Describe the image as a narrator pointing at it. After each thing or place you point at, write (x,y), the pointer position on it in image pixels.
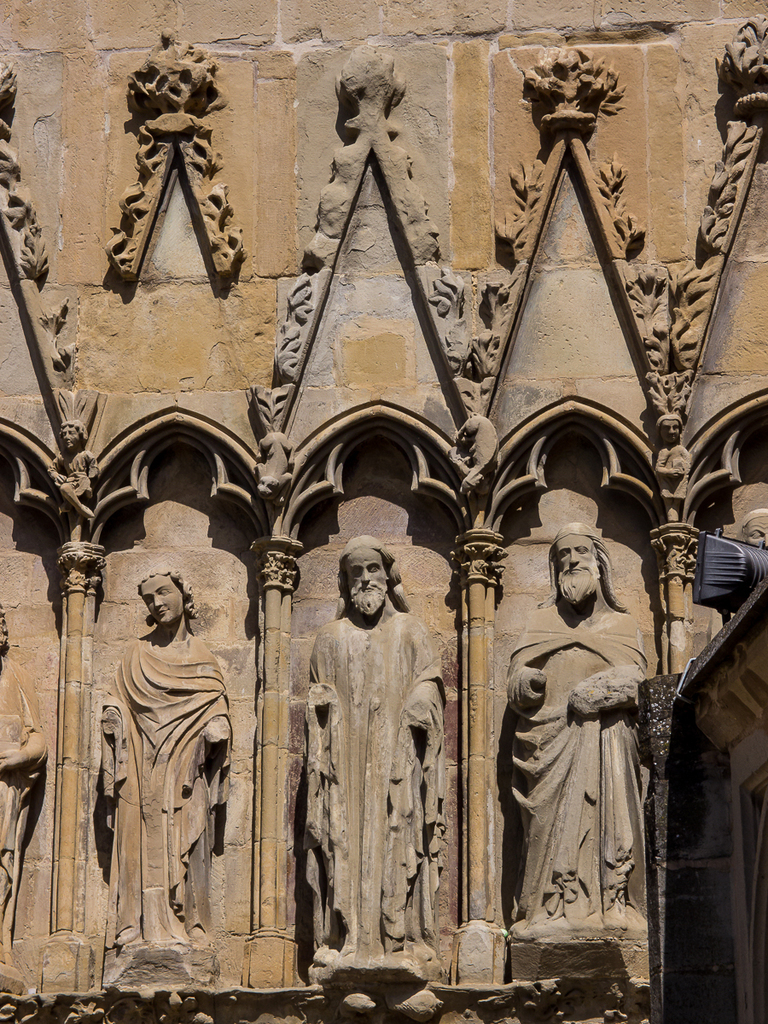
In this image there are ancient sculptures (322,639) to the building (267,174).
